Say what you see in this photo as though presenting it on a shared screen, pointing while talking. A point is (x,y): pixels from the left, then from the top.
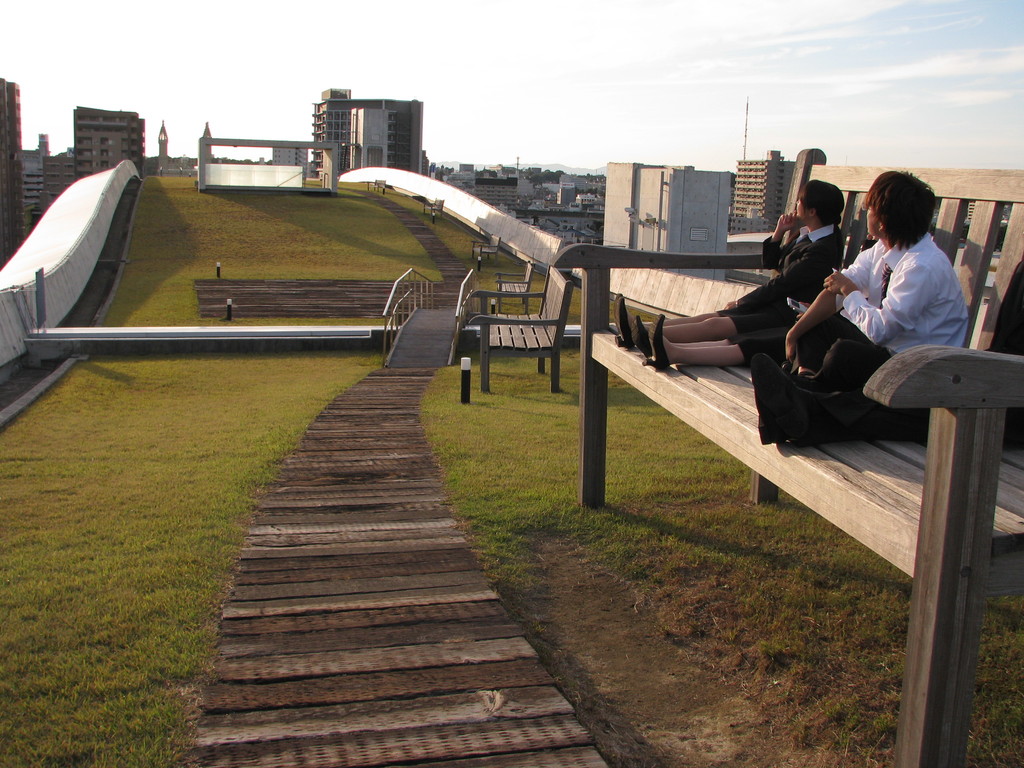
In this image, There is a ground (619,507) of grass (198,538), In the right side of the image (939,528) there is a chair (761,450) which is in brown color and there are some people (865,340) sitting on the chair (905,366), In the background (75,263) there is a wall (83,253) of white color and in the middle (381,260) there is grass (318,253) and there are some homes (378,122) and there is sky (539,100) in white color.
